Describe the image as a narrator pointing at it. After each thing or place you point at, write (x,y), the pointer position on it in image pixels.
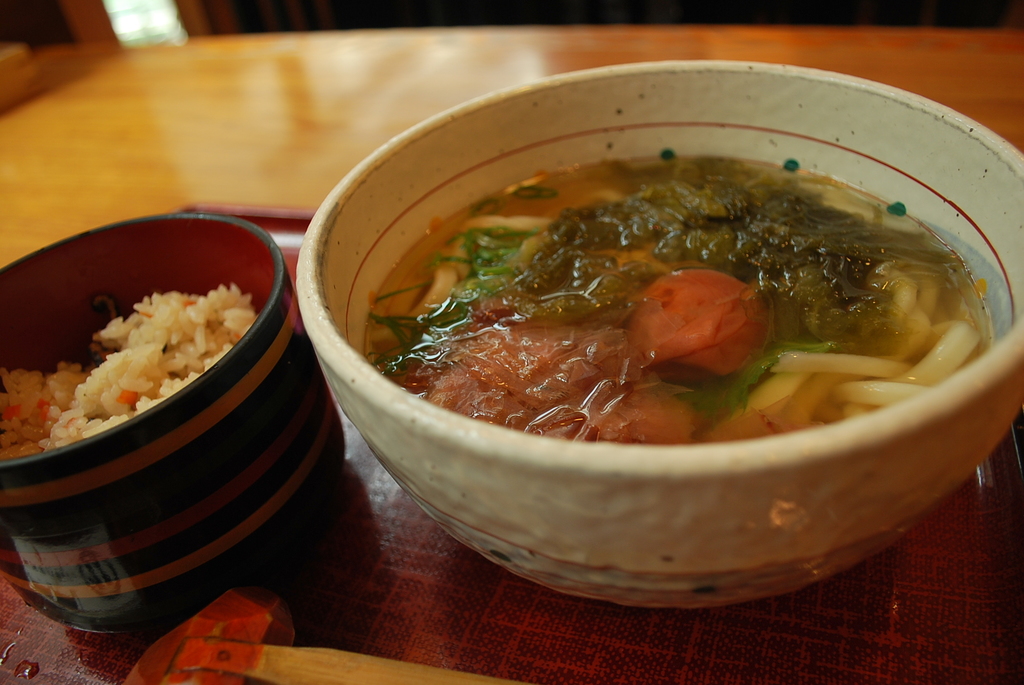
In this image I can see a brown colored tray (382,565) on the table (251,128) and on the tray (400,565) I can see two bowls (153,463) with food items (517,267) in them.
